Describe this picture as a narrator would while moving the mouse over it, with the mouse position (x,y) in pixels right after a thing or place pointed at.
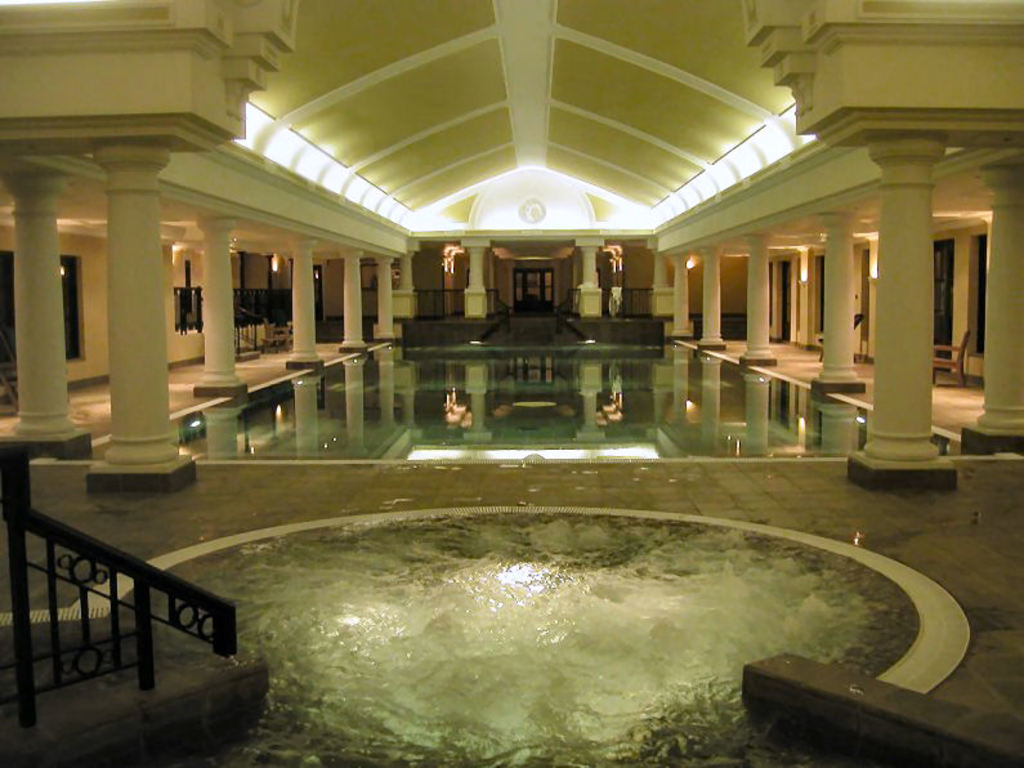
In the middle of the image (343,405) I can see water (521,732). At the top of the image (175,247) I can see the lights (671,211). On the right side of the image (939,351) I can see the chairs (863,329).
